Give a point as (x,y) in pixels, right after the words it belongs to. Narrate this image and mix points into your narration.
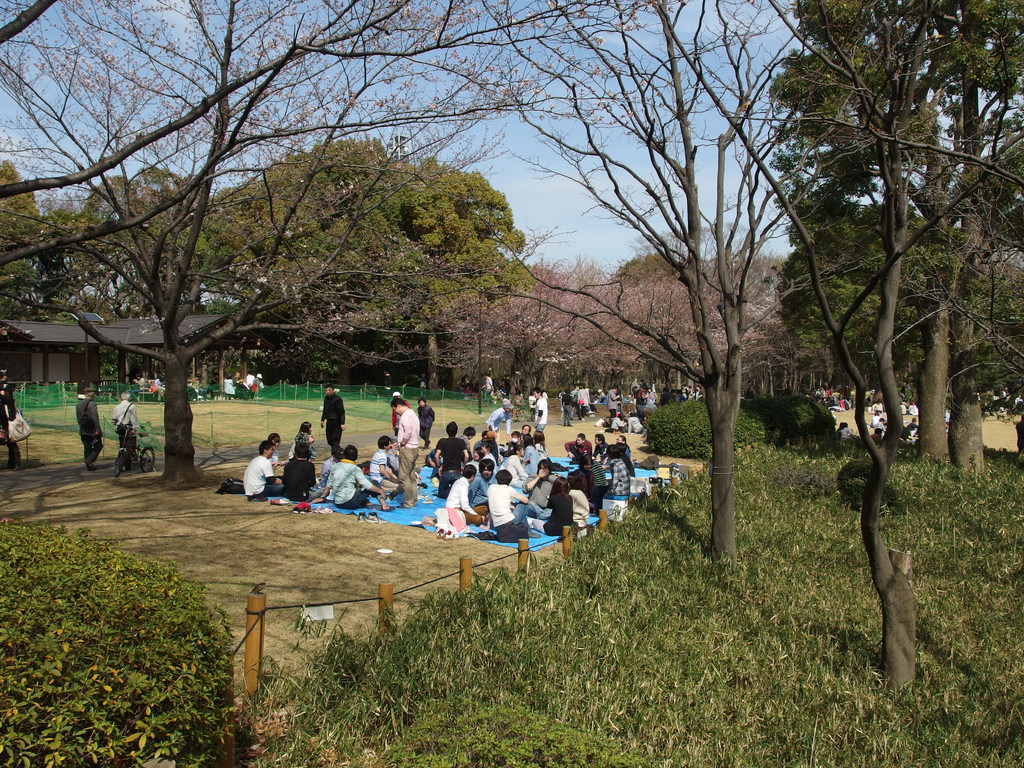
In this image we can see group of people (620,485) and few of them are sitting. Here we can see plants (711,616), mesh (66,392), sheds (122,383), and trees (263,353). In the background (18,56) there is sky (726,155).
